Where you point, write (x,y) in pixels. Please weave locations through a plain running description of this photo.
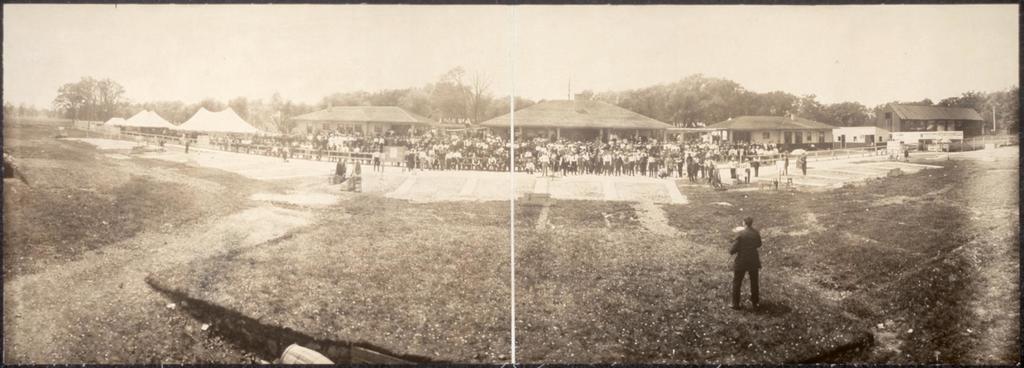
In this image I can see people (663,150) are standing on the ground (624,234). In the background (834,88) I can see the trees (293,114) and the sky (541,60). This picture is black and white in color.
